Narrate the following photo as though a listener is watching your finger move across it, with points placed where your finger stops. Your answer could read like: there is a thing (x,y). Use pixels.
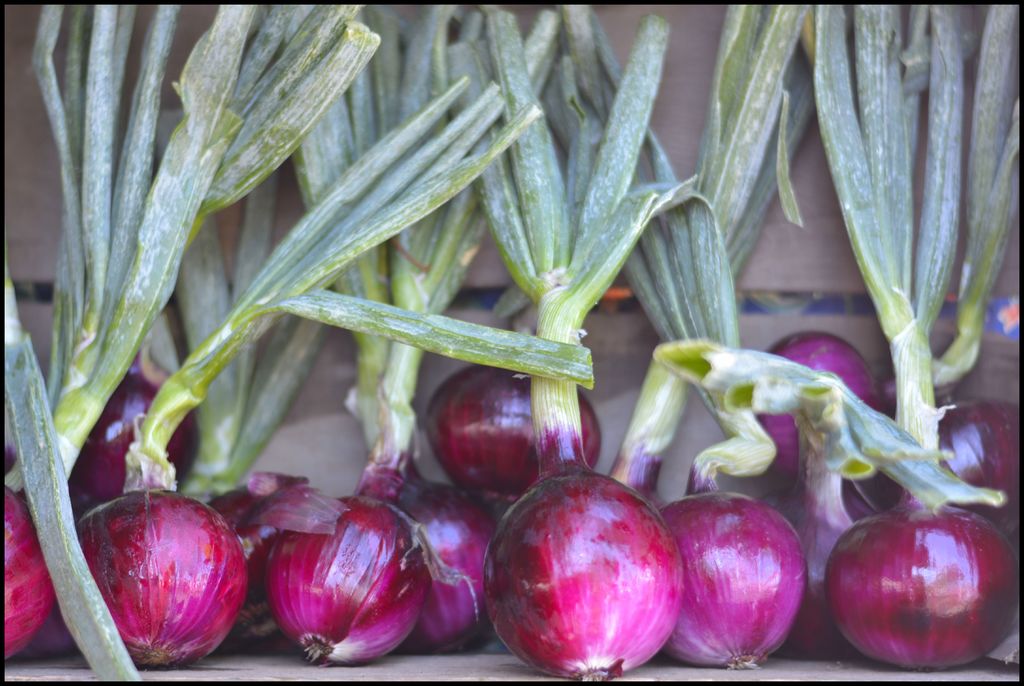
In this image there are onions (513,628) having leaves (506,354). They are kept on the floor (430,662). Background there is a wall (494,281).
